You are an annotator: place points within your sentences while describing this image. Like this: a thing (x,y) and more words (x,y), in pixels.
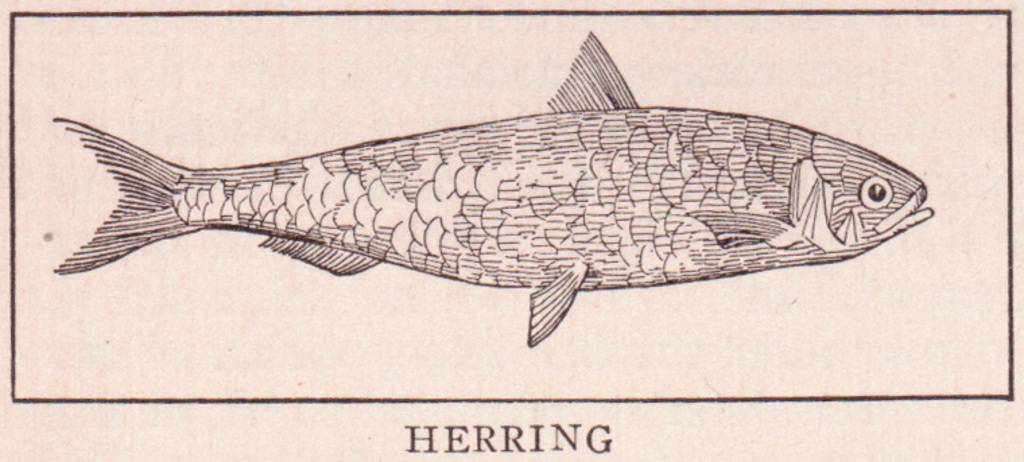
In this image I can see a sketch (504,182) of the fish (453,157). It is in black color.
